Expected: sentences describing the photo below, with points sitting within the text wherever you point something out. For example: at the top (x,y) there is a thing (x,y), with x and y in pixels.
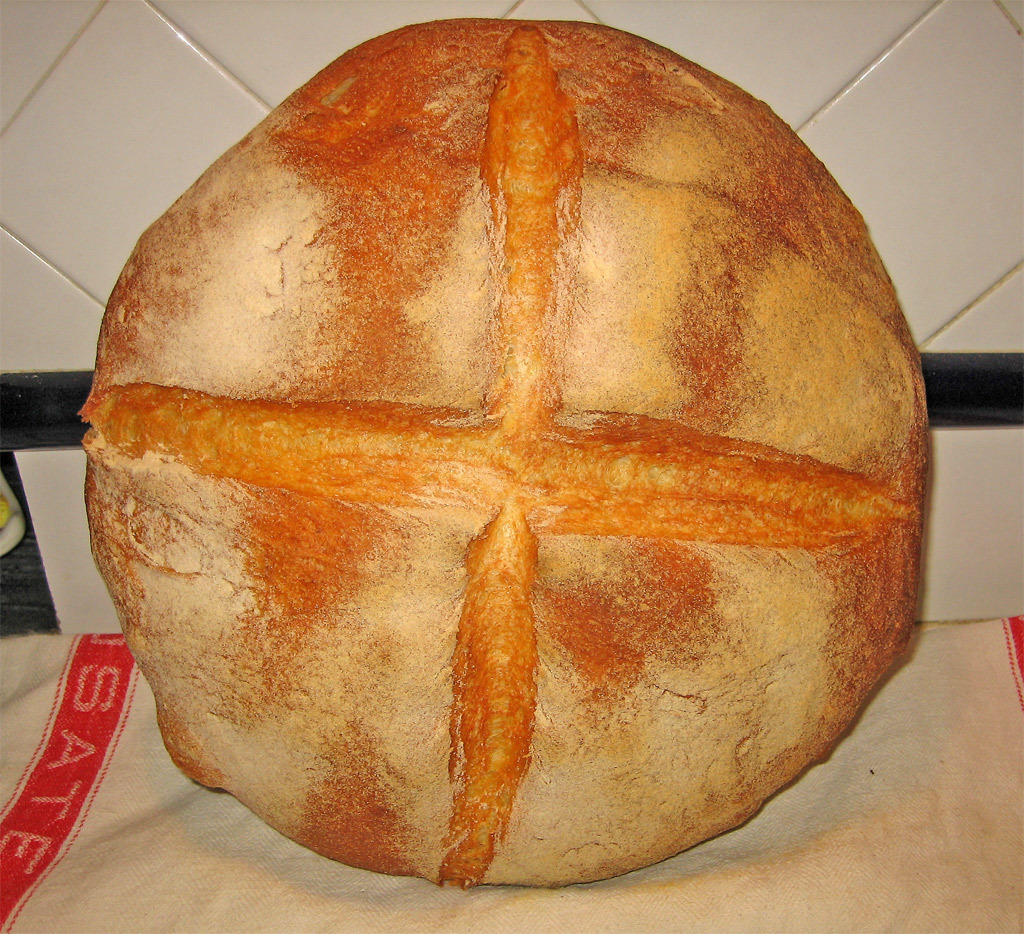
In this image, we can see an object (546,312) on the cloth (206,831) in front of the wall (205,84).
